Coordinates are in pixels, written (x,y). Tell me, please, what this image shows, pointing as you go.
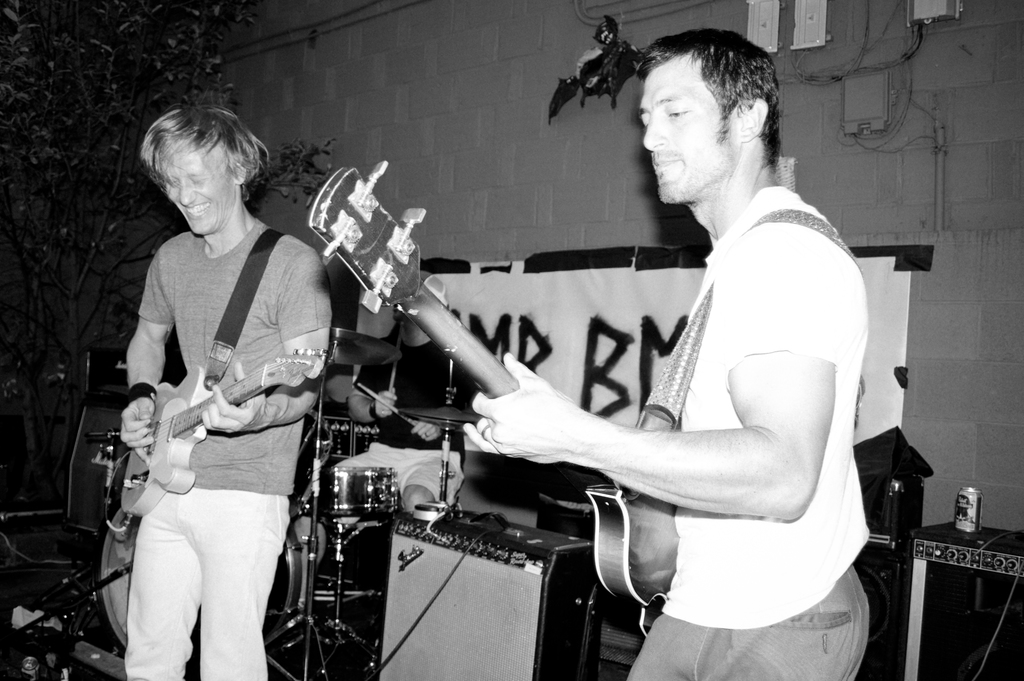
Here there are two men (703,300) playing guitar (407,254). In the background (360,486) there are musical instruments (275,605), wall (712,6), banner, trees (41,63). On the right (969,492) there is a tin (964,515) on a box (972,535).
